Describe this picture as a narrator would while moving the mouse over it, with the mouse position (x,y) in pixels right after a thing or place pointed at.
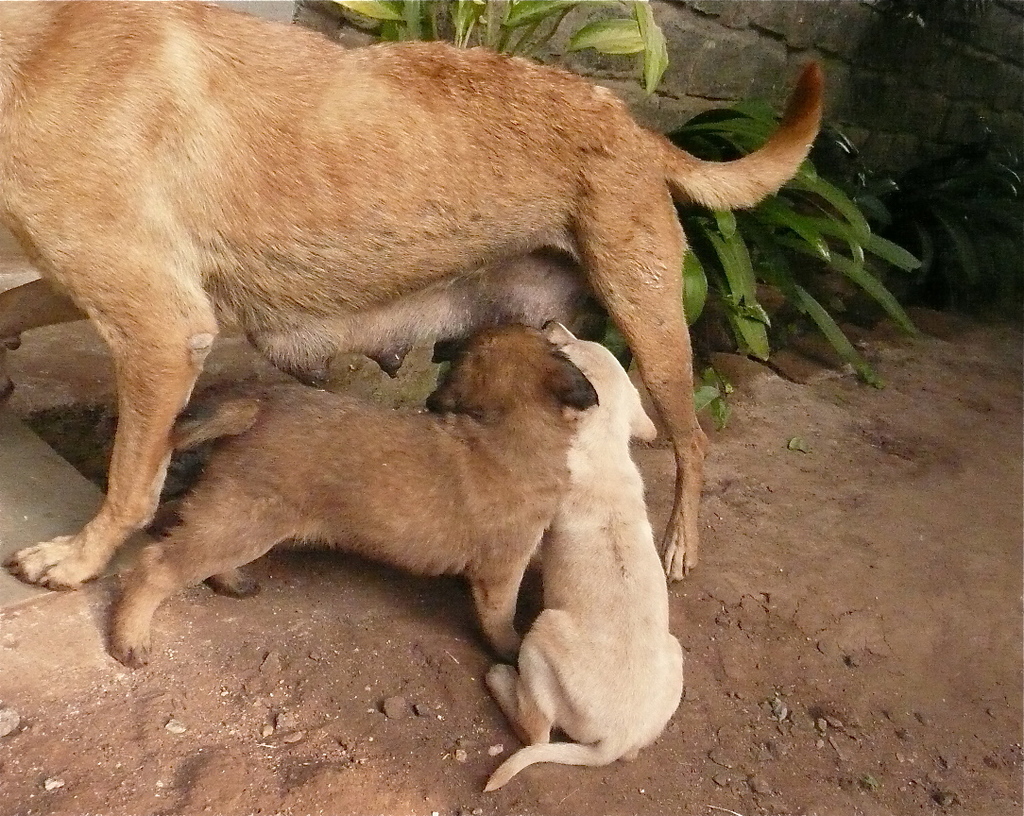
In this image I can see a dog (333,297) and two puppies (420,556) on the ground (400,711). In the background (856,255) I can see plants (865,270) and wall (706,43). This image is taken may be during a day.
